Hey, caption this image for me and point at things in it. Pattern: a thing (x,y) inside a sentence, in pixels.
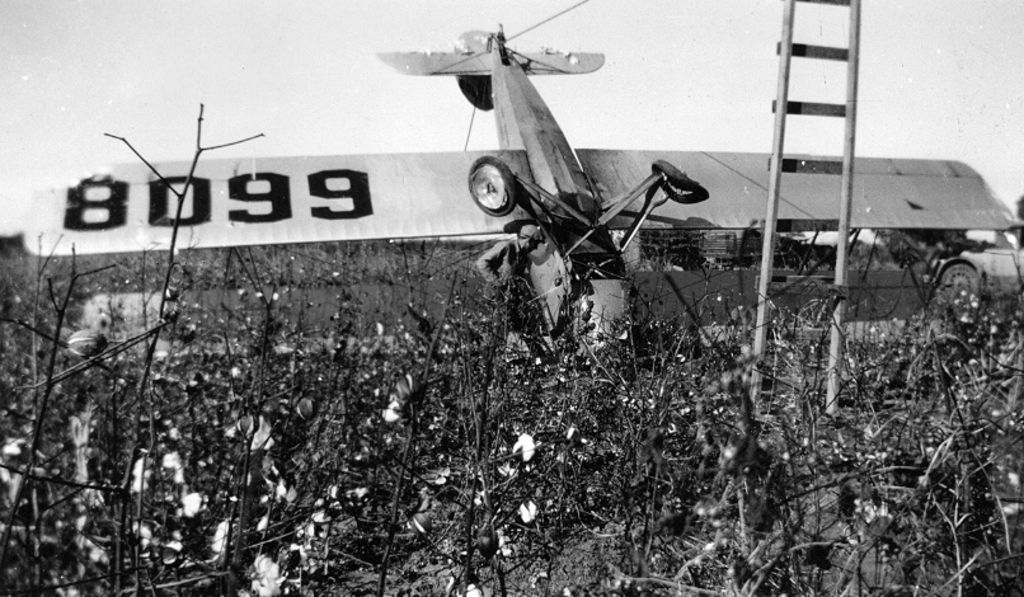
In the foreground of this image (495,526), there are plants (527,496) at the bottom (697,517). On the right (835,50), there is a ladder (843,276). We can also see an airplane (547,175) upside down on the ground (621,374). At the top (223,44), there is the sky (193,47).
